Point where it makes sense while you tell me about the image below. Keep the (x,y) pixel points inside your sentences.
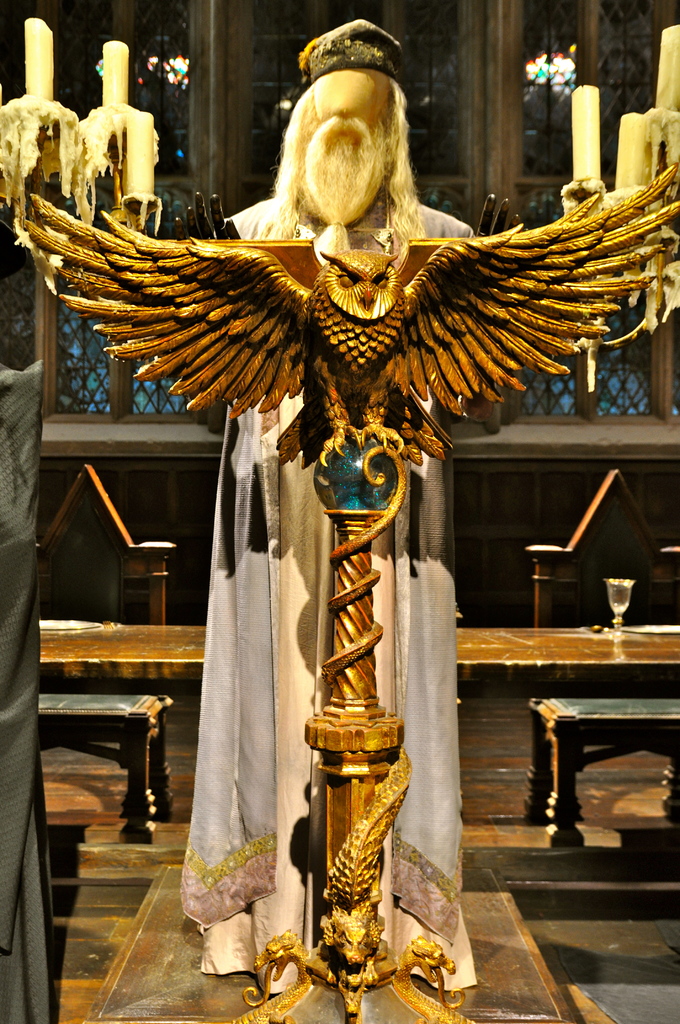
In this image in the center (344,517) there is one statue (393,610) and in the background (608,123) there are some candles (83,175), benches (118,704), chairs (611,560), windows (137,382) and at the bottom (662,967) there is a floor (662,967).
